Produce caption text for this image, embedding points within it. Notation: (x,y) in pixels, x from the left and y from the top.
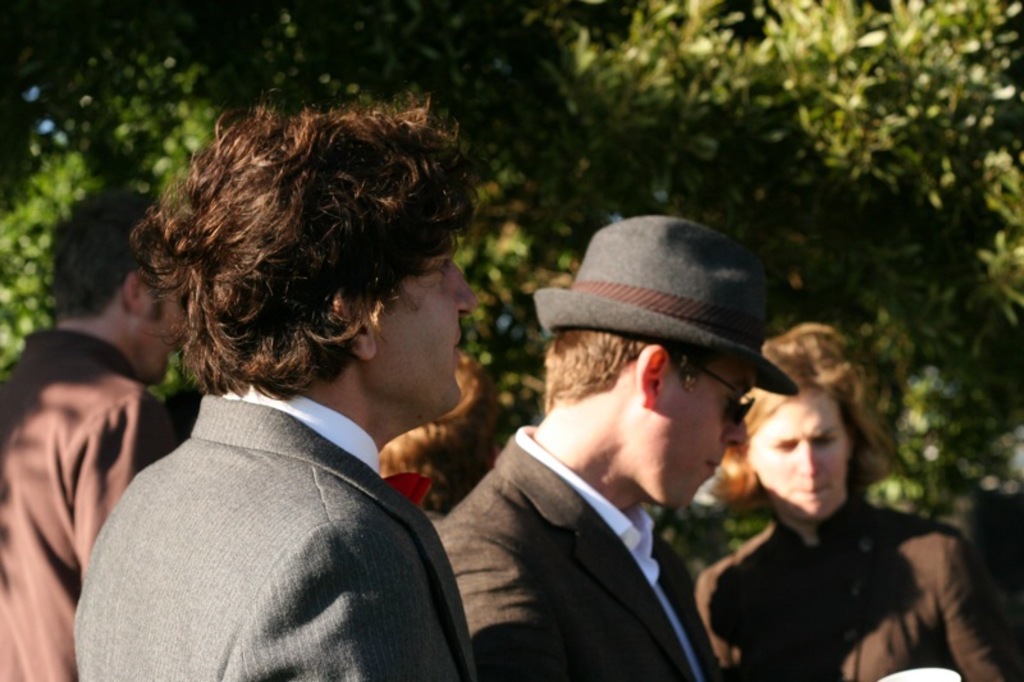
In this image we can see people (735,425). In the background (910,303) there are trees (541,200).
